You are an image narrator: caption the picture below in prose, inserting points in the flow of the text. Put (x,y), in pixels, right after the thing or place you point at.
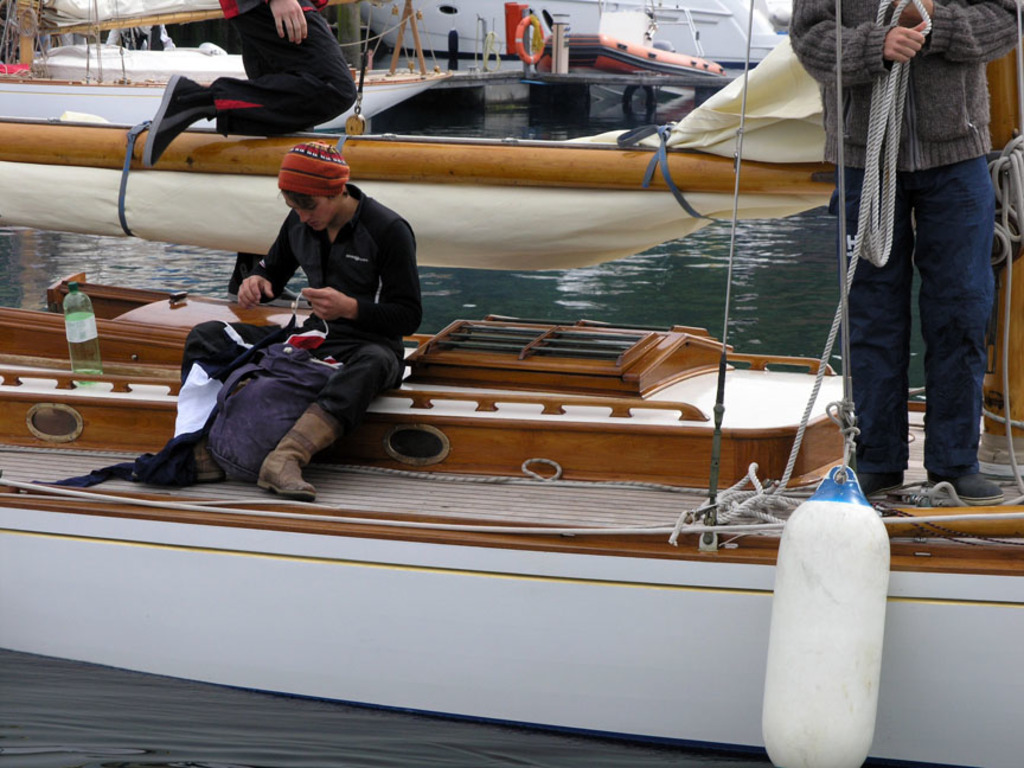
In this image I can see there are two persons (859,310) visible on the boat (687,456) and one person (347,404) sitting on the boat (410,433) and one person (969,29) standing on the right side (976,100) and that person (856,86) holding a rope (865,223) and a person (321,404) who is sitting on the boat (493,447) wearing a cap (298,195) and beside him I can see a bottle (68,310), in front of him I can see a bag (243,434) and at the top (233,132) I can see a person leg (167,99) and boat (568,160) and tyres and the lake (522,114) visible.
